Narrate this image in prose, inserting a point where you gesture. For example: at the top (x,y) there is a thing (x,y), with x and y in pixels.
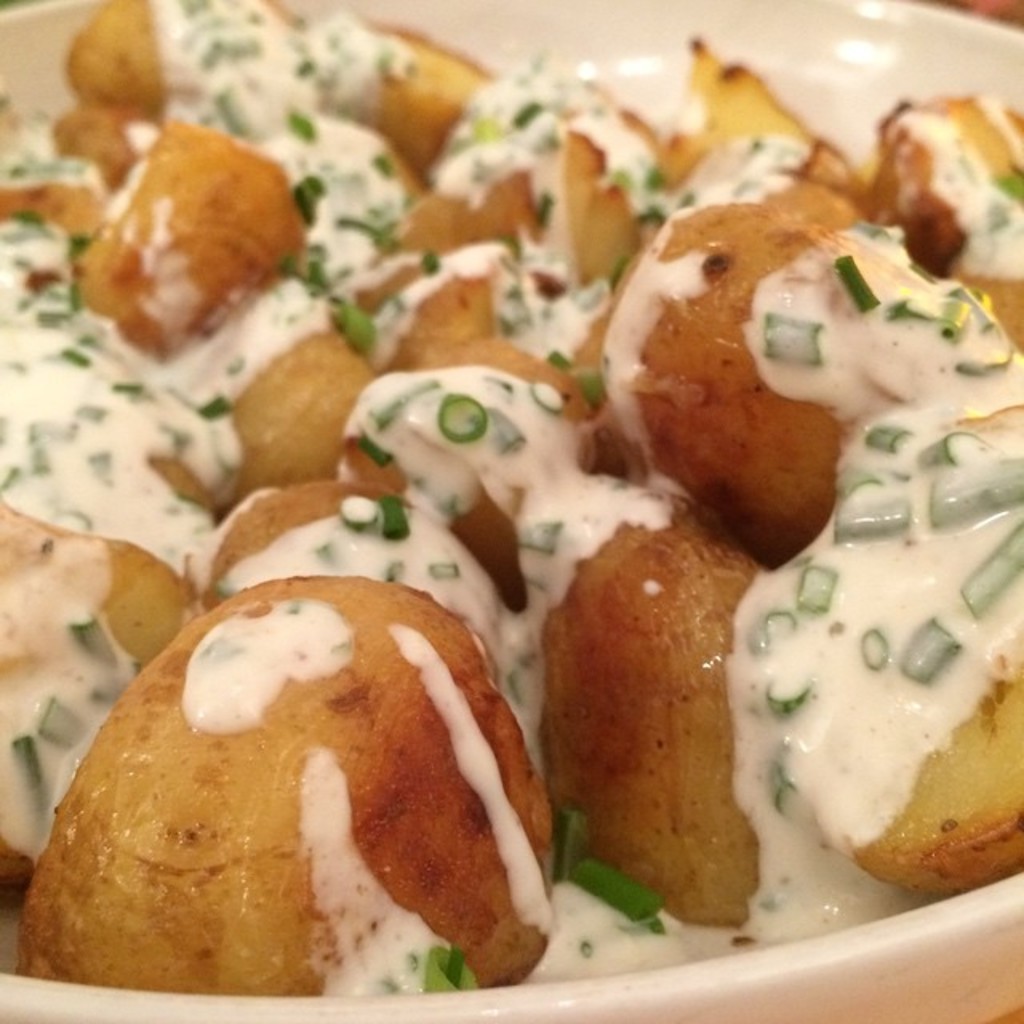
In this image we can see there is a food item (384,667) placed on a plate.
